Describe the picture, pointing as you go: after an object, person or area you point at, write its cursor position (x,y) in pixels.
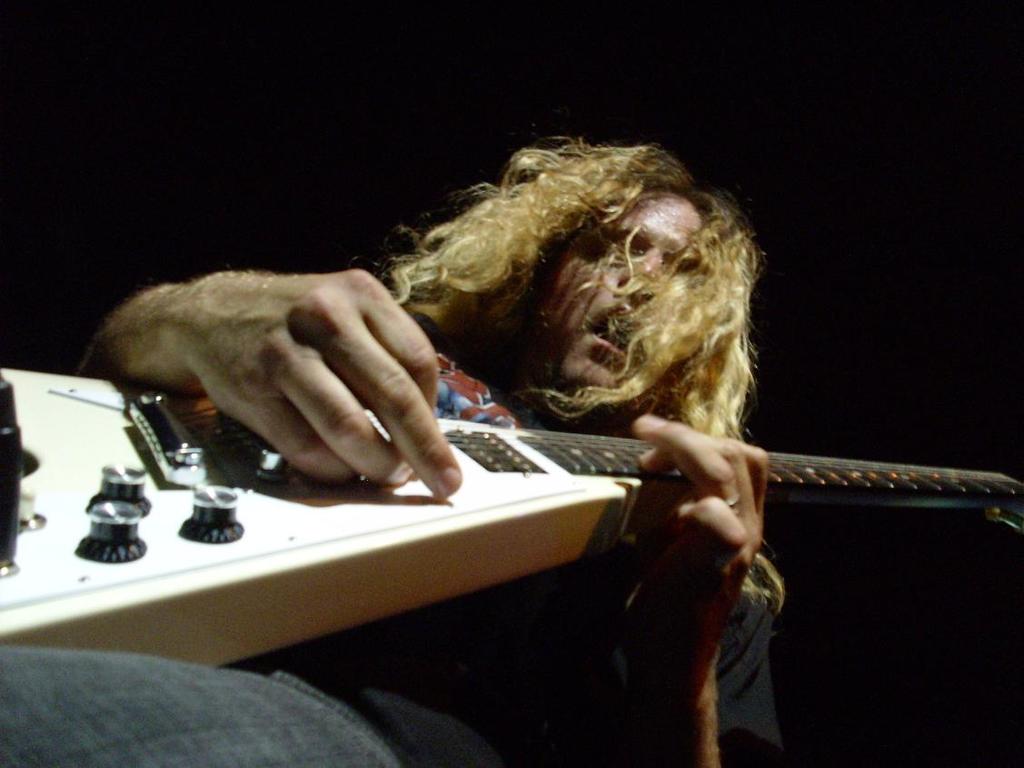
As we can see in the image there is a man (619,319) holding guitar (425,552).
